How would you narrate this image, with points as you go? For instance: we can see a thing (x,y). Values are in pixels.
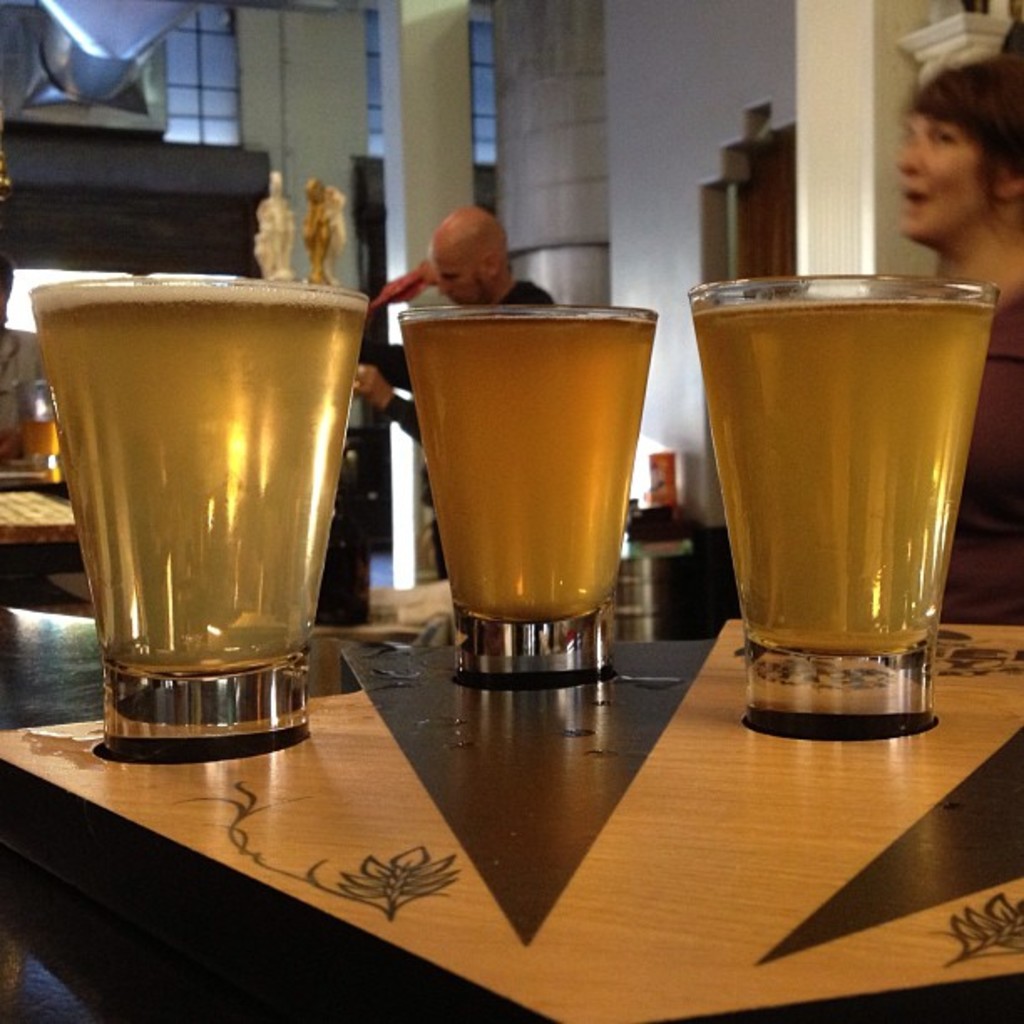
In this image I can see three glasses (594,470) on the table (505,797). At the back side (472,133) there is a building (491,146).
